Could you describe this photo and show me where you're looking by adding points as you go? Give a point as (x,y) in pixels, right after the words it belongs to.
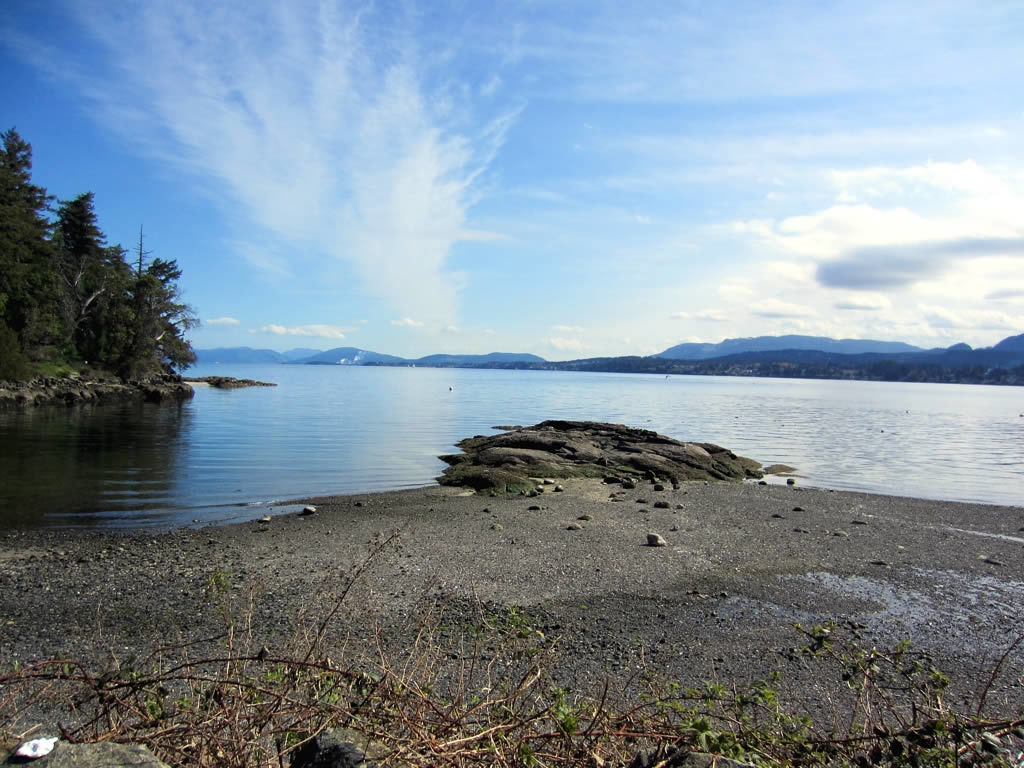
In this image it seems like a river (551,411). At the bottom (518,644) we can see the shore (551,487). On the shore (552,572) there are stones (636,619) and small plants (267,659). At the top (592,154) there is the sky (588,164). In the background (554,368) there are hills (607,371). On the left side (129,273) there are trees (114,320).
